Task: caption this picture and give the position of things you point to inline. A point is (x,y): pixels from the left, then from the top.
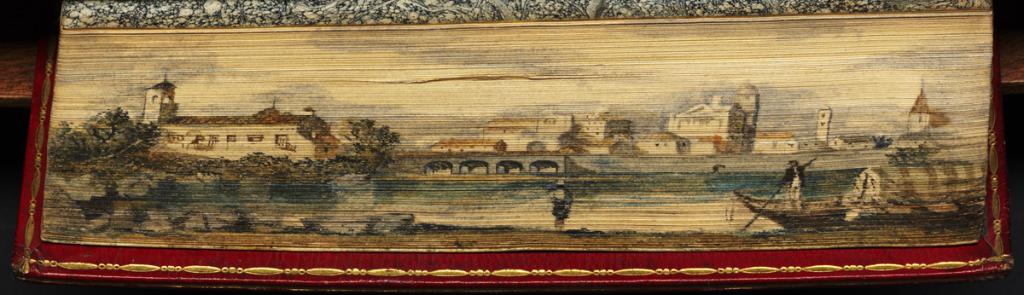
In the foreground of this picture (291,123), there is a frame (596,264) with a scenery (684,75). In the scenery (829,203), there is a man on a boat (825,217) on the water (757,181), bridge (514,157), trees (78,140), buildings (628,127) and the sky (390,74).
